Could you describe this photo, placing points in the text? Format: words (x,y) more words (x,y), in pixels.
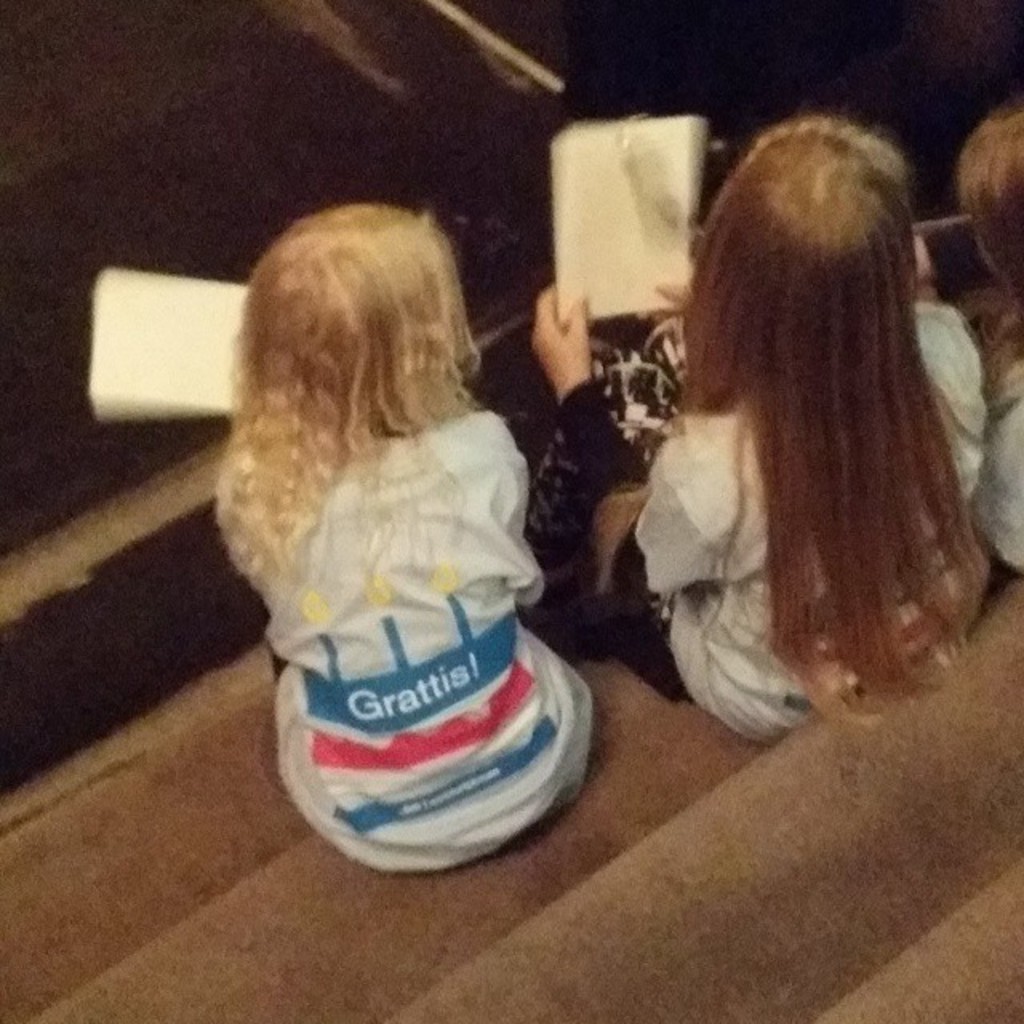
In the picture I can see three girls (788,257) sitting on the staircase (477,385) and two of them holding the book (117,389) in their hands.
